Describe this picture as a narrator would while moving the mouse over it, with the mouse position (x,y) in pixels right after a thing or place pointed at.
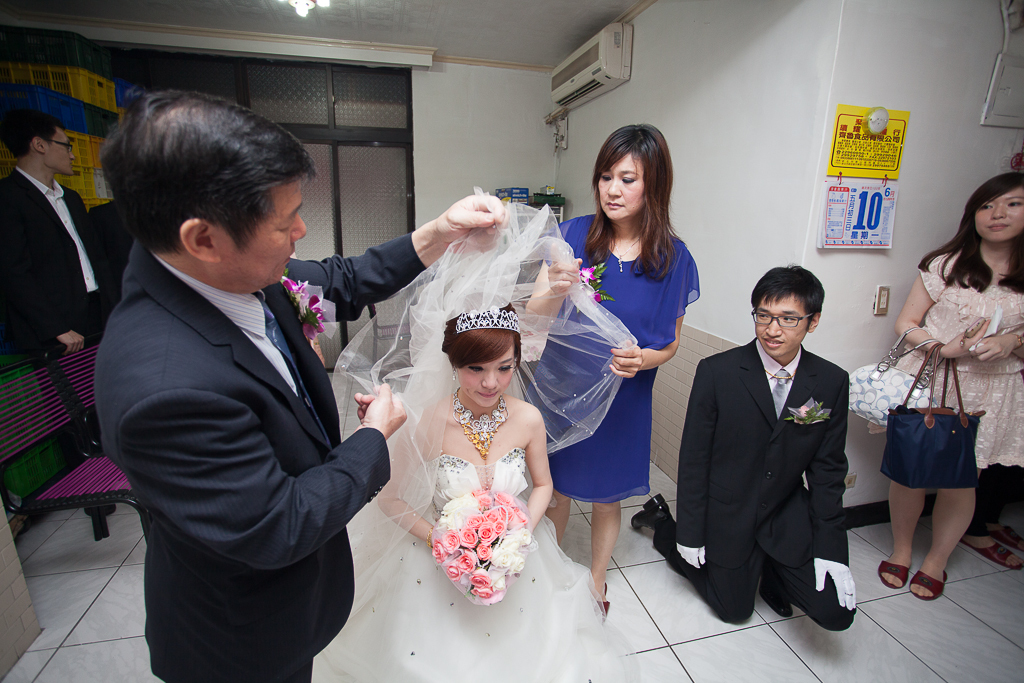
On the left side (211,284), there is a person (244,386) in a suit (244,386), holding a white color dress (415,360) of a woman (521,441) who is holding a flower bouquet (524,544). Beside her, there is a woman (627,234) in blue color dress (633,286), holding white color dress (509,233) of the woman (609,361). Beside her, there is a person (739,427) in a suit (825,473), sitting on the one of his knee (753,589). On the right side (935,256), there is a woman (935,284) holding two hand bags (917,425). Beside her, there is a calendar (843,107) attached to the white wall (723,169). In the background (53,258), there is a person (53,258) in a suit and there is an AC (564,75) attached to the white wall (893,15).
